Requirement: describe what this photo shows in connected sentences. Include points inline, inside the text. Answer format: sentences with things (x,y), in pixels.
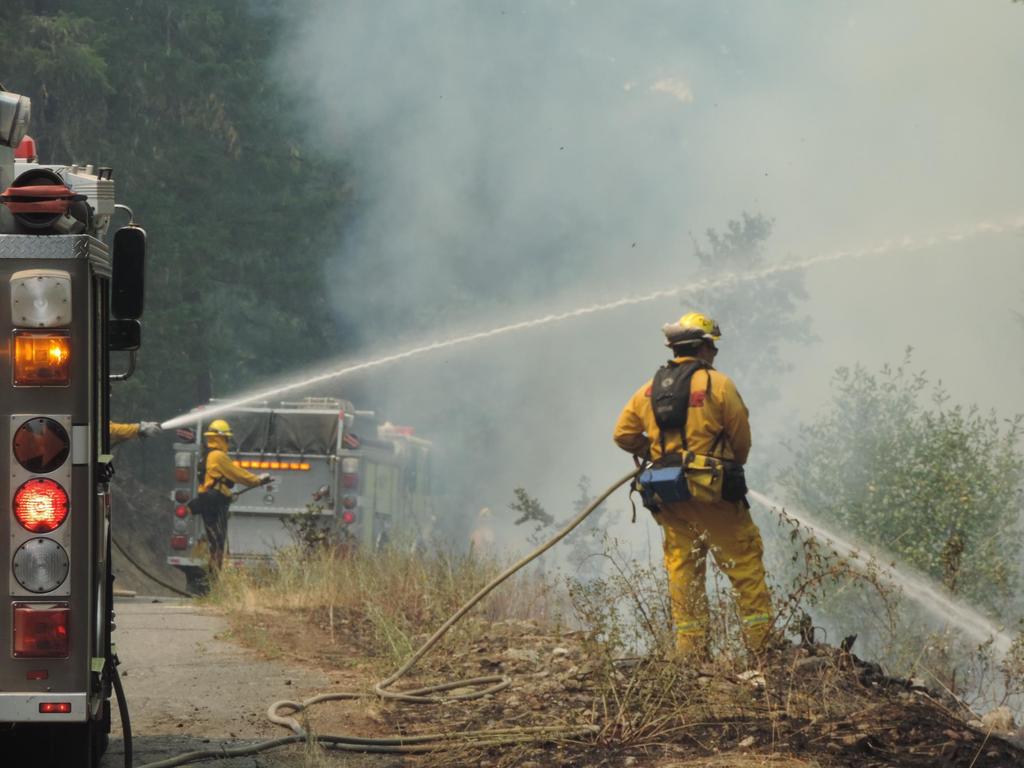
In this picture there are two people (686,588) holding water pipes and spraying water (827,546) and we can see grass (379,646) and plants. On the left side of the image (68,675) we can see truncated vehicle (99,540) on the road (145,709). In the background of the image (396,535) there is a person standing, beside this person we can see a vehicle (350,412) and we can see trees (176,18) and smoke (354,359).
